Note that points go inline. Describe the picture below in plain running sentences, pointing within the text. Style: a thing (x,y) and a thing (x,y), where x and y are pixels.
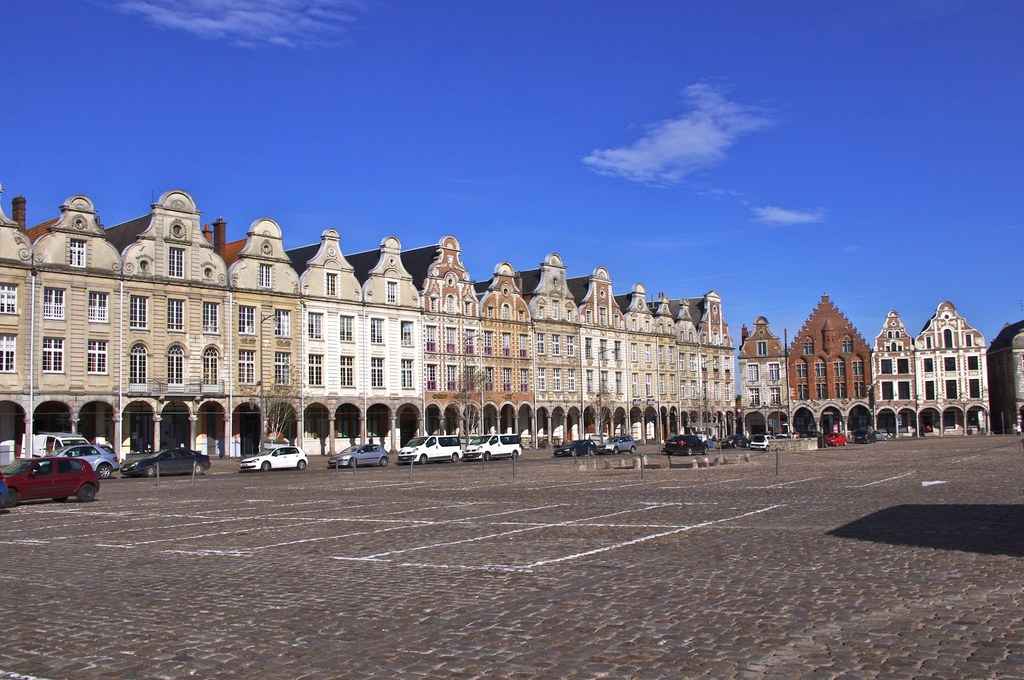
In this image there are buildings (825,343), vehicles (423,452) on the path (379,502), there are trees (474,376), and in the background (917,28) there is sky (662,226).
